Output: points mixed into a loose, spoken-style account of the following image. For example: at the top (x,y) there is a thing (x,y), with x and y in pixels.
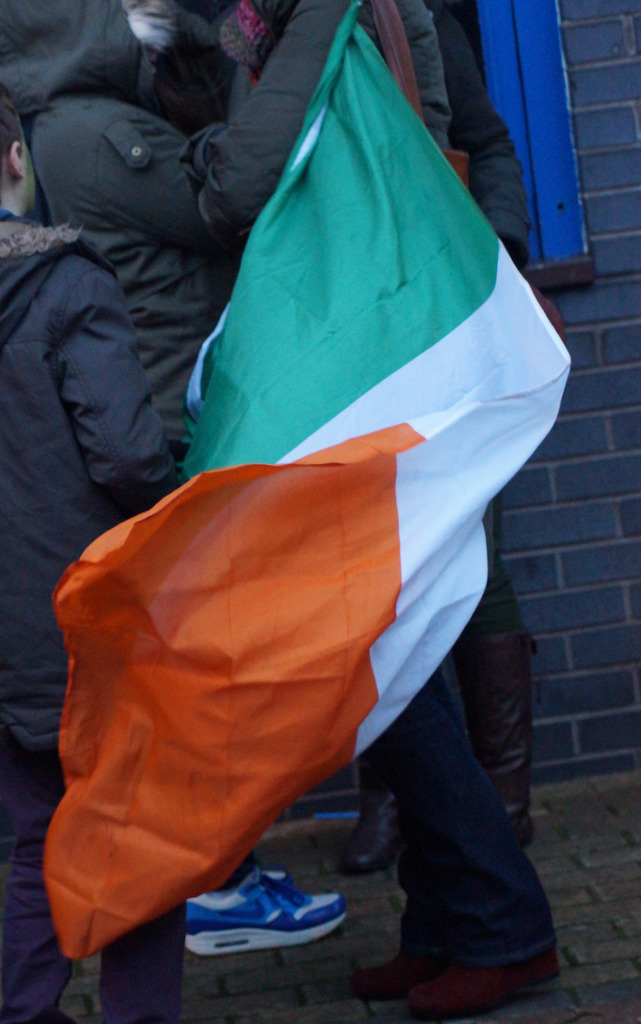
People (13,975) are standing holding Irish flag (382,330). behind them there is a brick wall (552,645).
